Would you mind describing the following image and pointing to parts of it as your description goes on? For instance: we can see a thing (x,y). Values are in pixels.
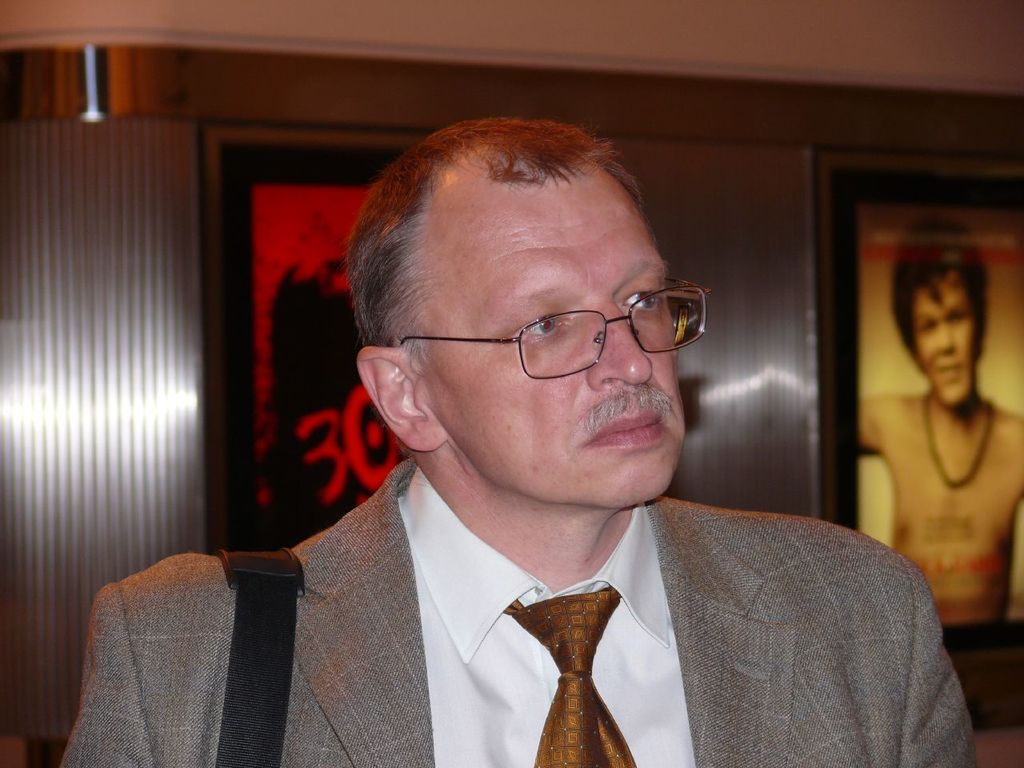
In this picture there is a man (432,466) who is wearing spectacle (547,348) and suit (343,755). In the back (969,568) I can see the posters (881,365) which are placed on the wall (796,315). On the right poster (906,529) I can see the man (921,559) who is the wearing a locket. On the left (141,215) it might be the door (10,533).
